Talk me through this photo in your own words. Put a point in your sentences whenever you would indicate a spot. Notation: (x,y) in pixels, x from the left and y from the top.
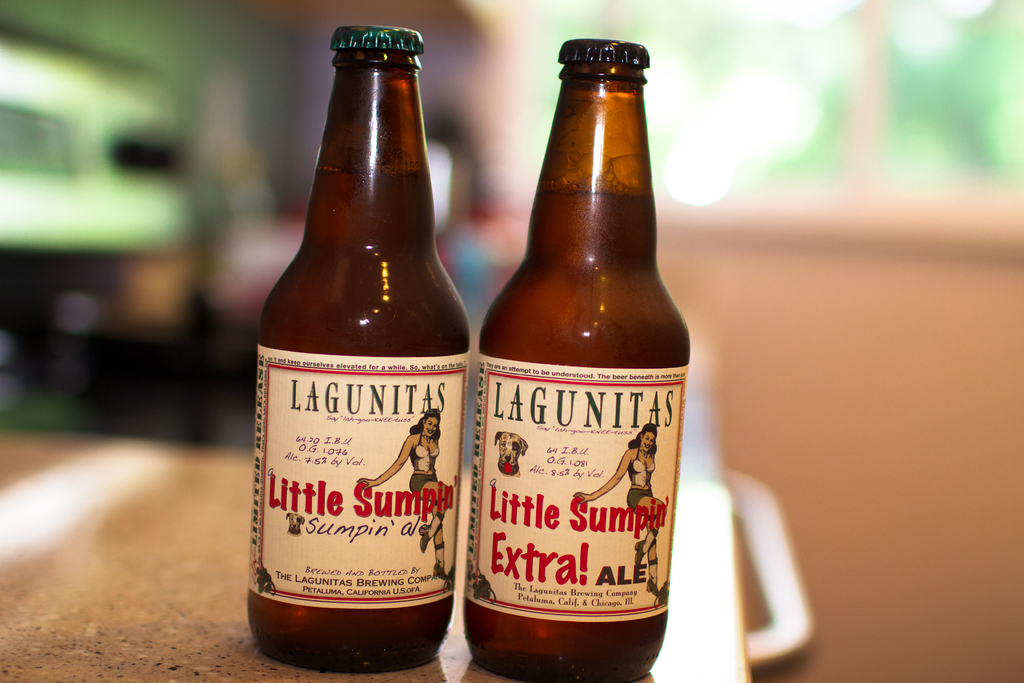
Here I can see two bottles (523,309) on a table (123,638) to which I can see a white color stickers (497,398) are attached. On these I can see some text (338,496). The background (771,117) is blurred.
